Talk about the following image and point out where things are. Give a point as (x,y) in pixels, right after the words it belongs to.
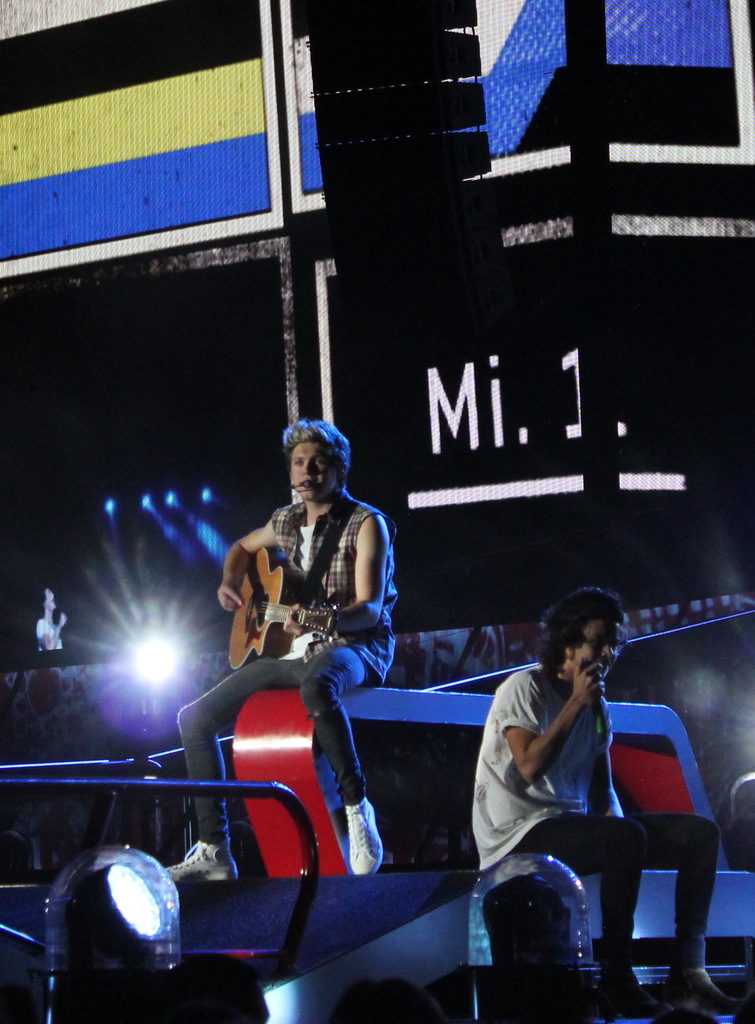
In this image I can see two people (331,498) are sitting and one of them is holding a guitar (273,604). I can also see few lights (121,966) and a screen (55,615).
